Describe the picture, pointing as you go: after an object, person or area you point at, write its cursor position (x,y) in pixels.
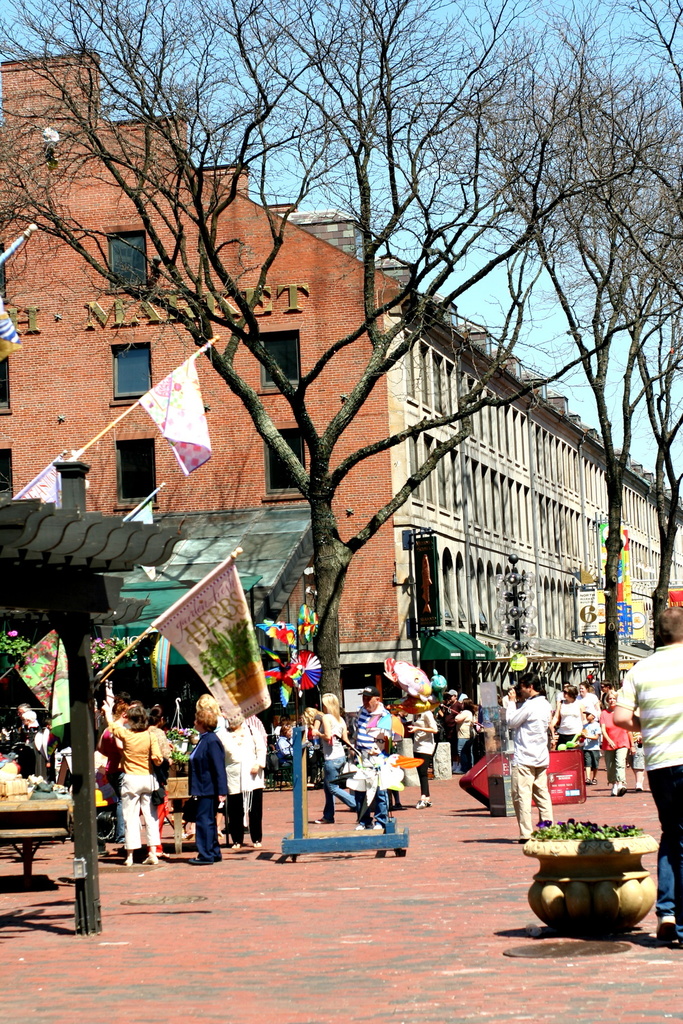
In the middle of the image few people (663,934) are standing and walking and there are some plants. At the top of the image (382,29) there are some trees (661,535). Behind the trees (111,161) there is a building (27,354) and sky (25,48).
